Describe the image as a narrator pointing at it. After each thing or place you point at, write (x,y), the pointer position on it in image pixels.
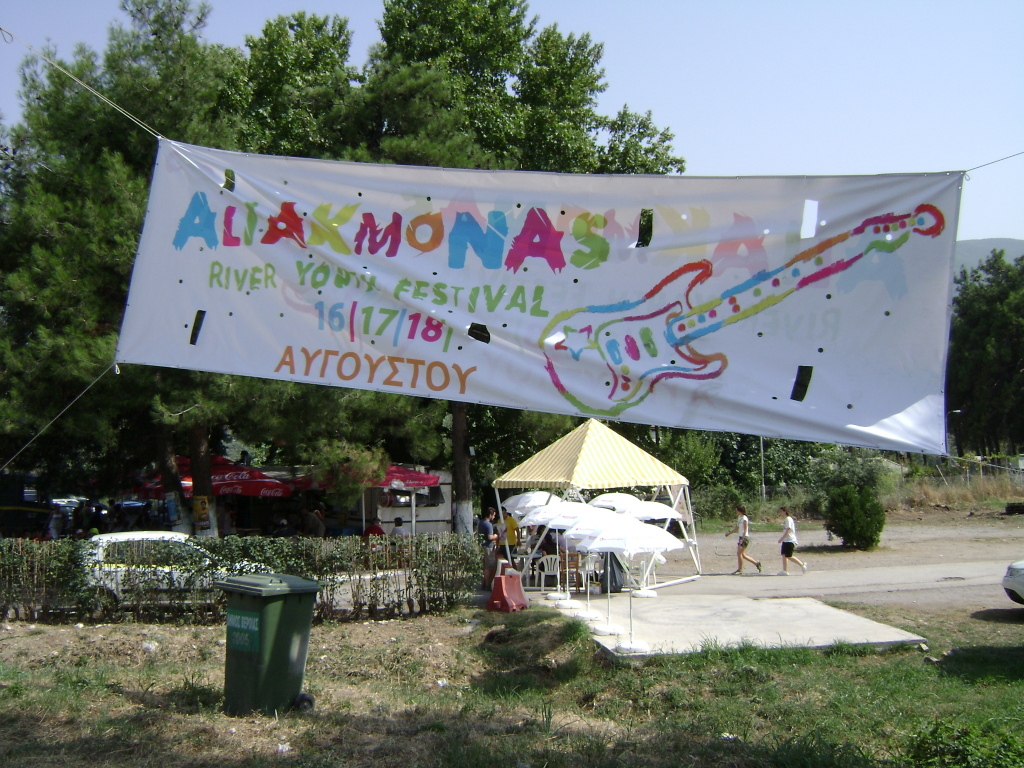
This picture is clicked outside. In the foreground (857,743) we can see the green grass (437,723), plants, text (420,284), numbers (402,329) and the depiction (886,216) of a guitar (588,346) on the banner (317,261) and we can see a dustbin (274,617), a car (169,587) seems to be parked on the ground (332,621) and we can see the tents (607,471), umbrellas (642,528), group of people (785,542) and we can see the chairs (551,567) and a white color object (672,625) placed on the ground (777,633). In the background (913,468) we can see the sky (788,155), trees (3,381), plants (808,445) and some other objects (446,506).
